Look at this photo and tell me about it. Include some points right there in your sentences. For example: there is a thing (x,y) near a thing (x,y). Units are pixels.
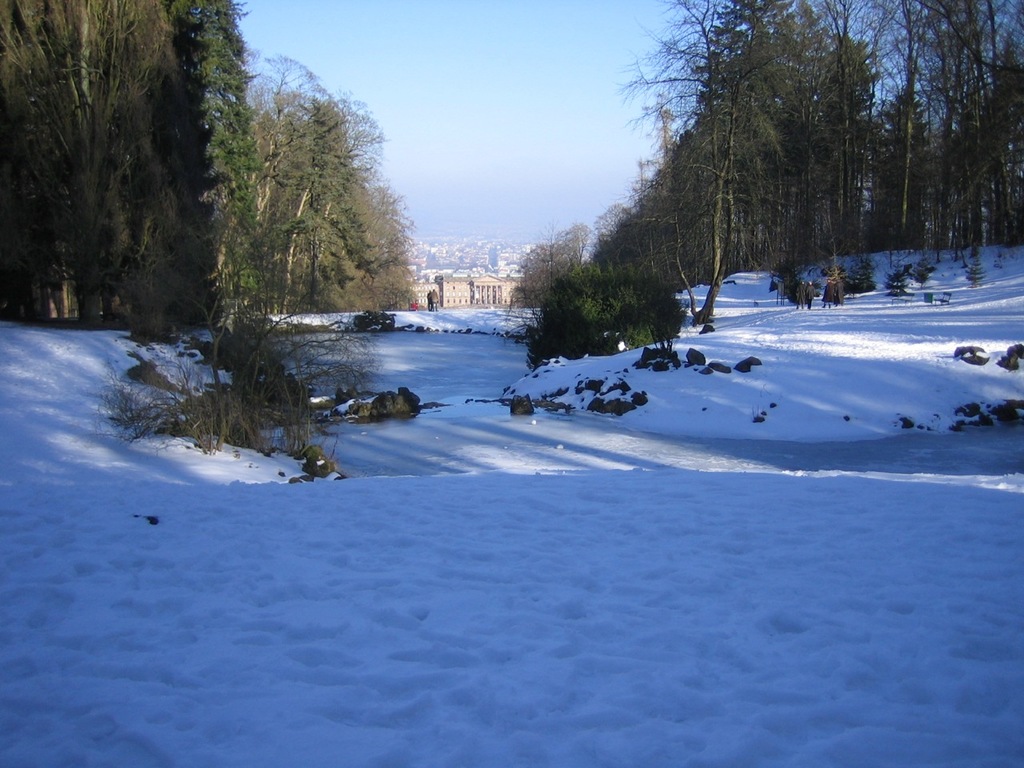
In this image we can see snow (586,379) on the land (586,379). In the middle of the image (356,269), we can see trees (367,221). At the top of the image (390,88), we can see the sky (572,88). In the background (512,249), we can see the buildings (467,266).
